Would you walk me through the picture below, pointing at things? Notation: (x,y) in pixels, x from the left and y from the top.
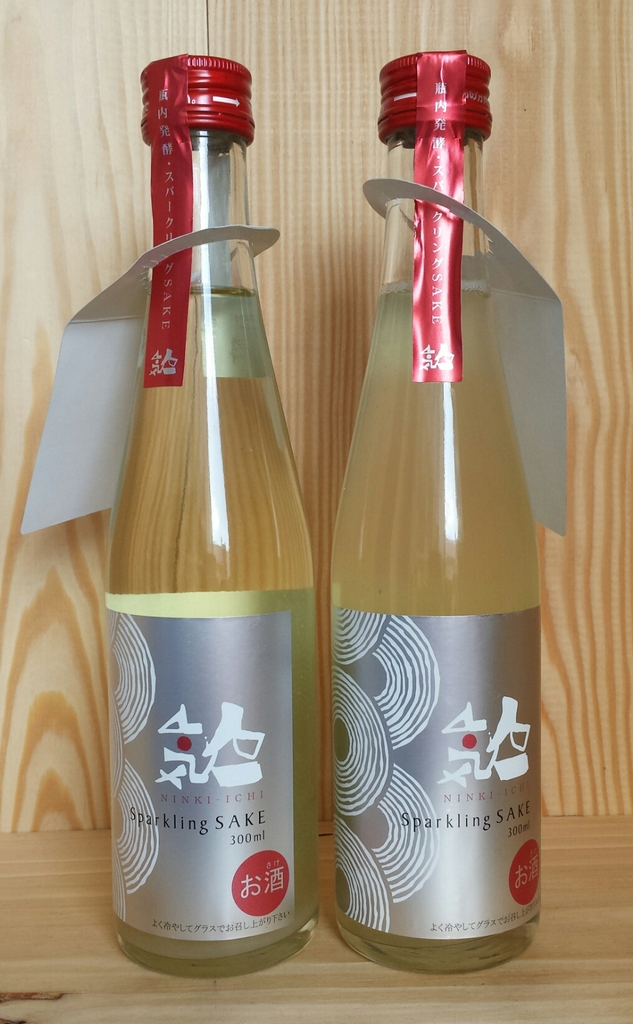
In this image i can see there is two glass bottles (297,602).
